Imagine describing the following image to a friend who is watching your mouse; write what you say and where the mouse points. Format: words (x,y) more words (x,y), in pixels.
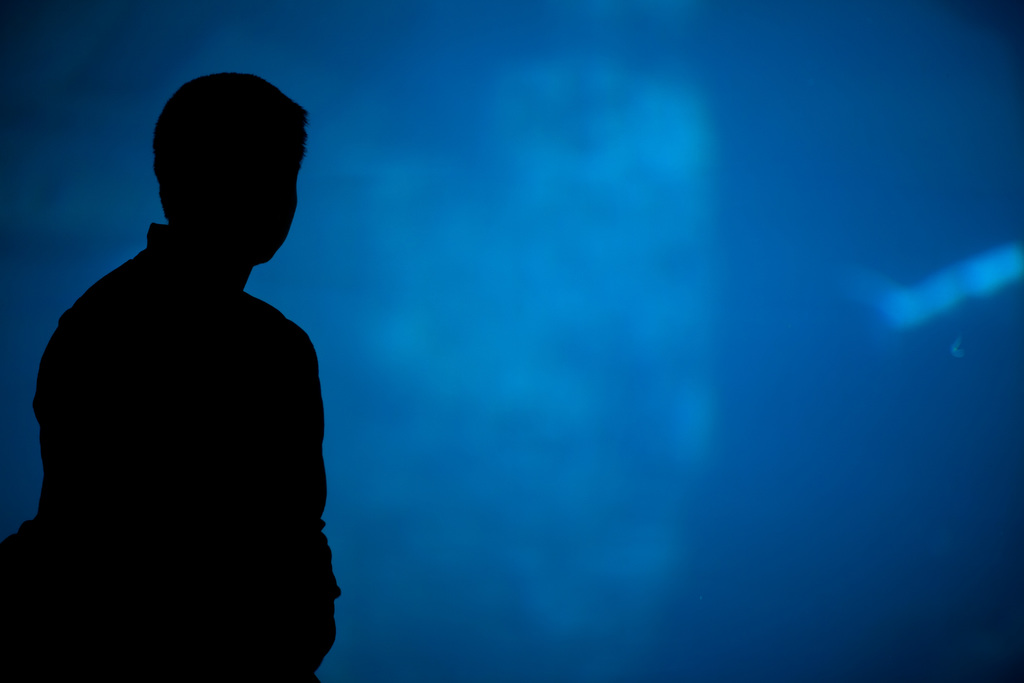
On the left side of the image (215,333) there is a person (215,254) and the background of the image (573,479) is blue.
